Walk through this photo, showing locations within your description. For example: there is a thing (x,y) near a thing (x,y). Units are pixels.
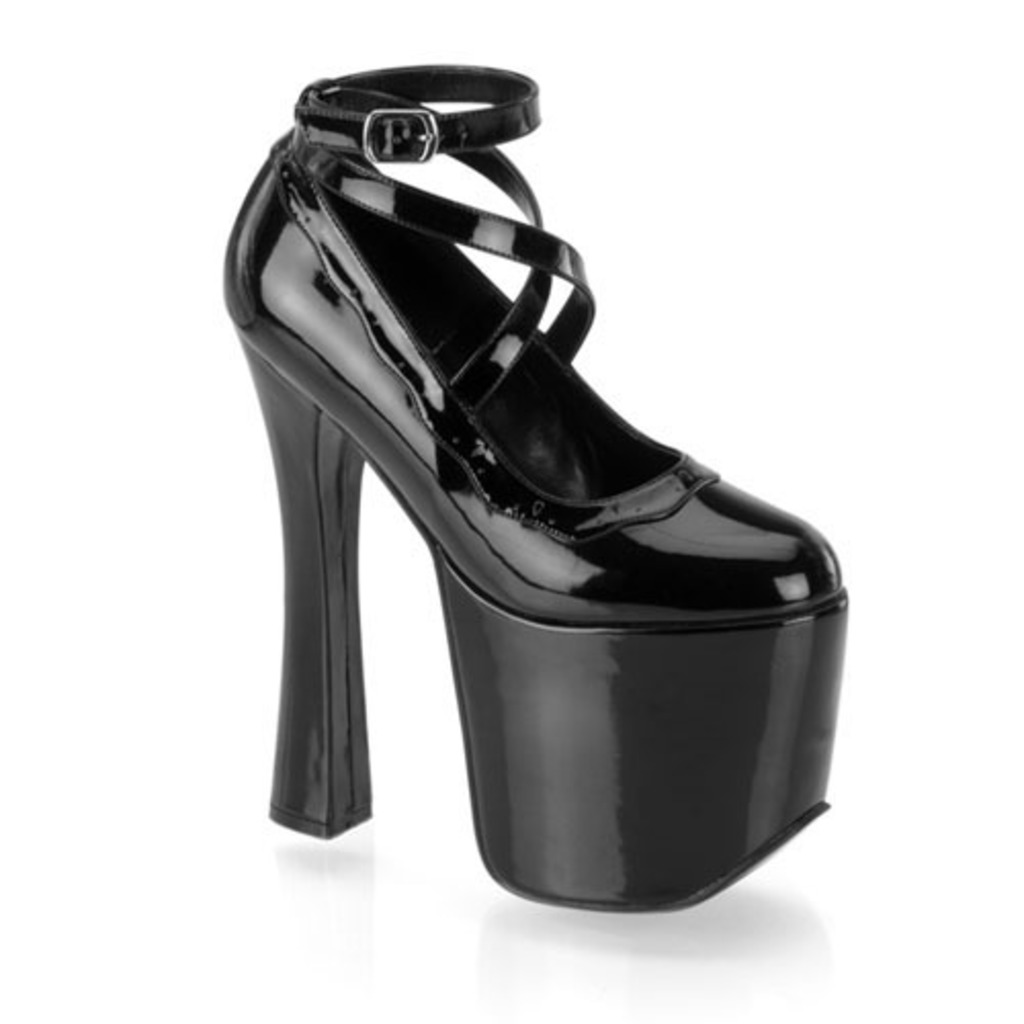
In the image we can see a sandal (546,576), black in color. The background (435,788) and the surface (456,872) is white.
